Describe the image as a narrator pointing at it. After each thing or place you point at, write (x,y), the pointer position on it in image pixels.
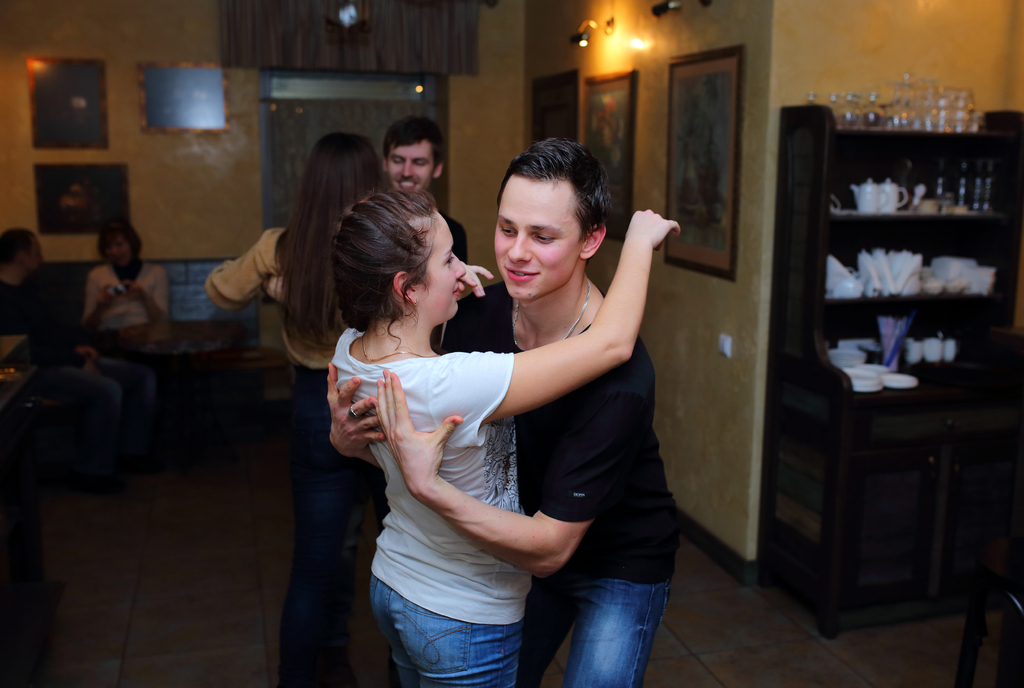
This is an inside view of a room (677,397). In the middle of the image (440,363) there are two women (363,309) and two men (404,180) are dancing on the floor (131,597). On the right side (996,335) there is a cupboard (848,311) in which few glasses (936,127), mugs (882,195) and some other objects (863,368) are placed. On the left side (99,291) two persons (101,334) are sitting. In the background (53,188) there are few frames (144,129) attached to the wall (103,33). At the top (642,44) there is a light (583,38).
